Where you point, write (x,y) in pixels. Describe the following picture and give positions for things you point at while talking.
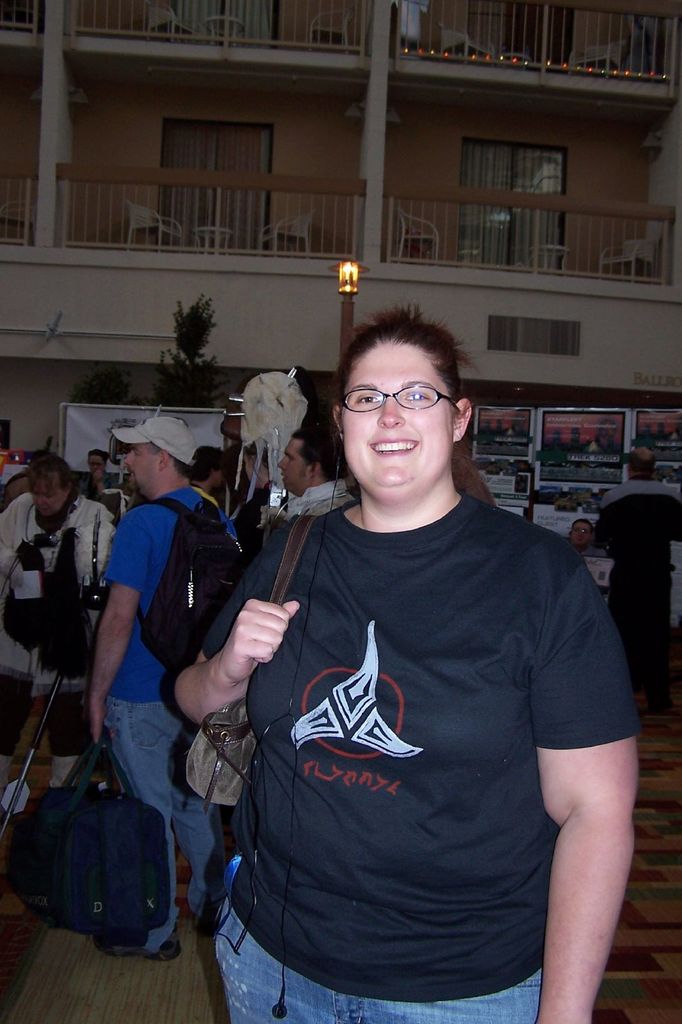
In the foreground of this picture (418,836), there is a woman (418,836) wearing bag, standing and having smile (396,447) on her face (379,476). In the background (157,450), there are persons (165,448) holding bags (181,563) and standing on the floor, a tree (200,323), pole (351,320), few posters (552,438), chairs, railing (255,184), windows (265,133) and the wall (324,118).
